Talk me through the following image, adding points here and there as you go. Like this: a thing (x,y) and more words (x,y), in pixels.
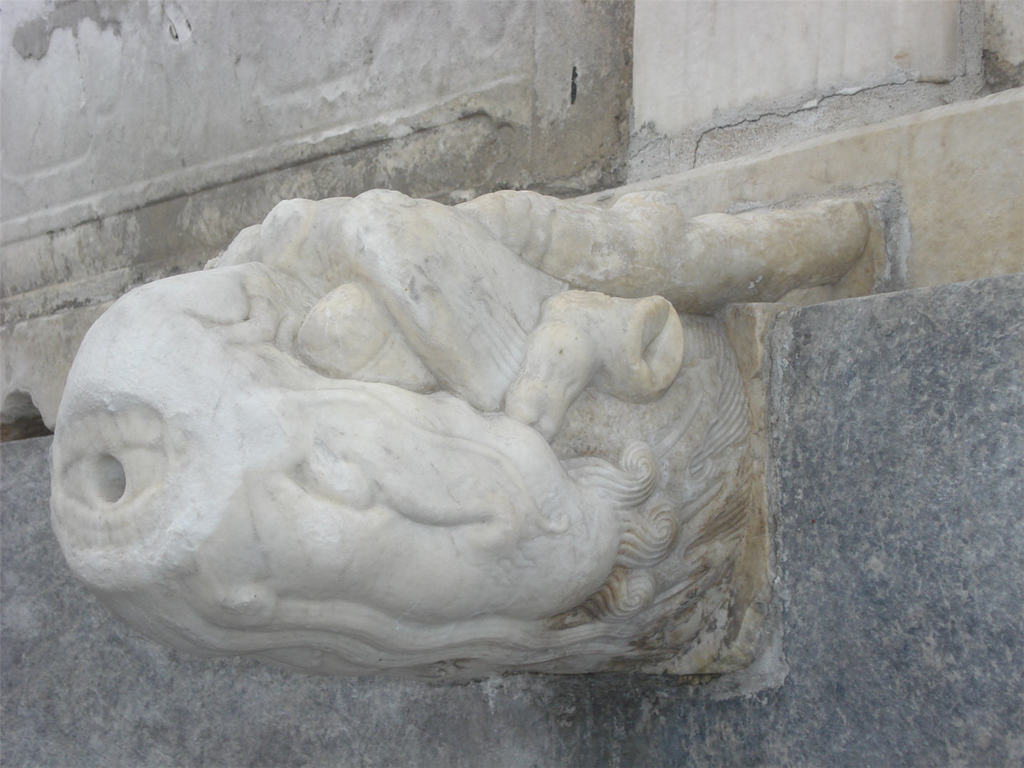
In this image, we can see a sculpture (622,354) on the wall (866,409).
